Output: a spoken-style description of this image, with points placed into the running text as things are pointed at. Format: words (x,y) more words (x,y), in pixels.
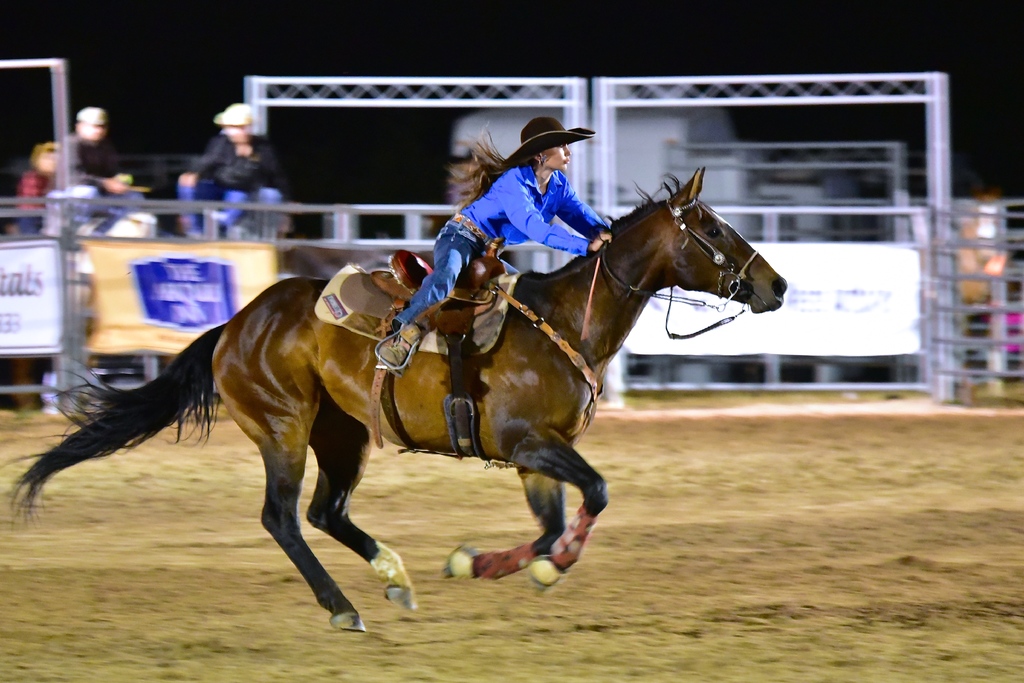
In this image there is one woman (489,229) is riding a horse (440,374) in middle of this image (407,338) and there is a ground (377,535) in the bottom of this image (415,535). There is a fencing wall (149,285) as we can see in the background (216,296). There are some persons (94,194) sitting on the left side of this image (200,192).
